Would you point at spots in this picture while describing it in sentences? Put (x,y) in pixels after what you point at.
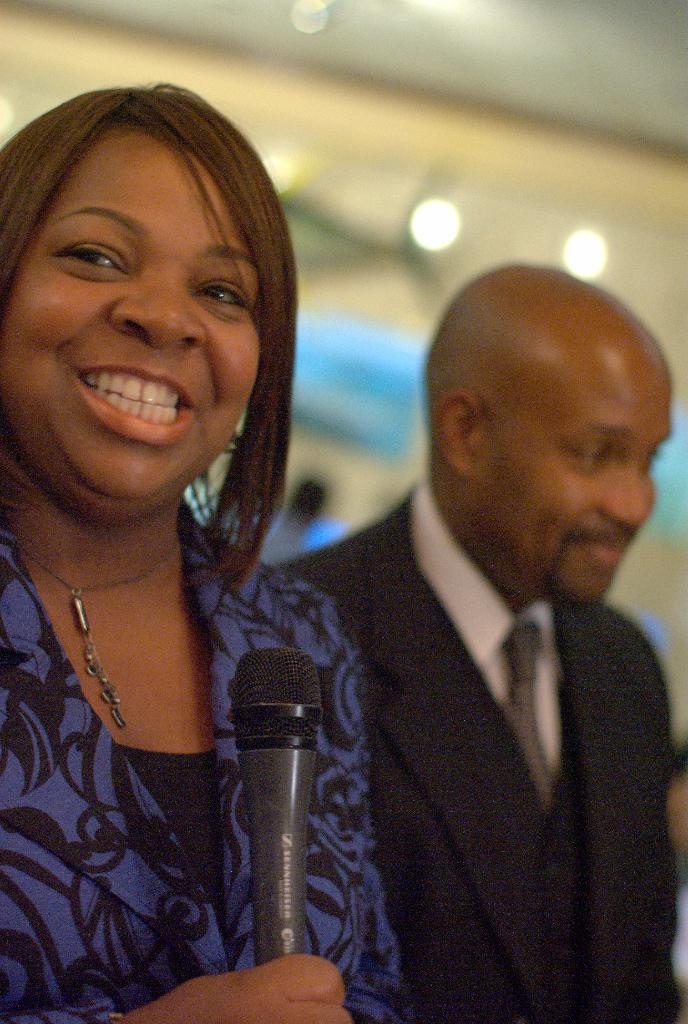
In this image we have a woman (38,125) catching a microphone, another person (594,393) standing and smiling.
